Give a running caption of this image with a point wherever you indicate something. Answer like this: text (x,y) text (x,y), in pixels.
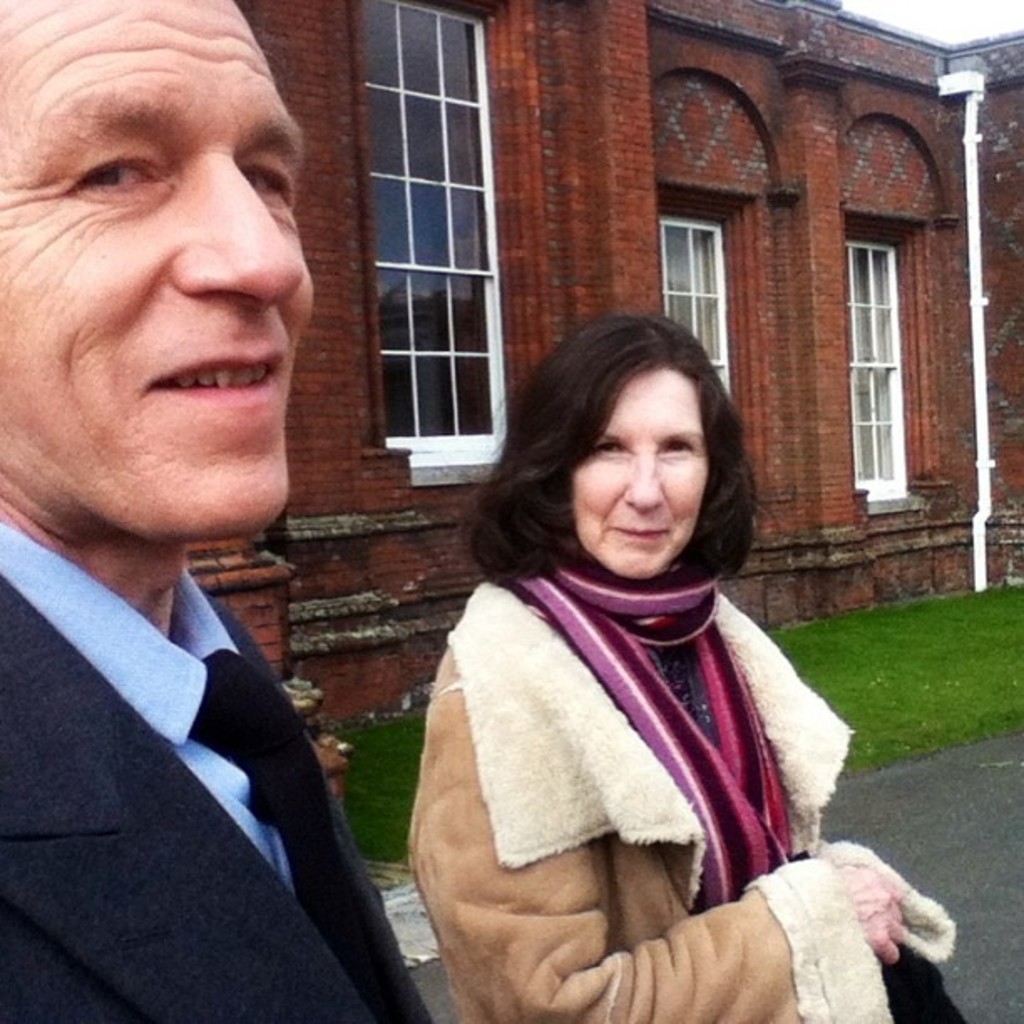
In the image we can see a man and a woman (673,709) standing, wearing clothes (641,710) and they are smiling. Here we can see the road (924,803), grass (924,656), a building (823,326) and windows (863,294) of the building (753,283).
